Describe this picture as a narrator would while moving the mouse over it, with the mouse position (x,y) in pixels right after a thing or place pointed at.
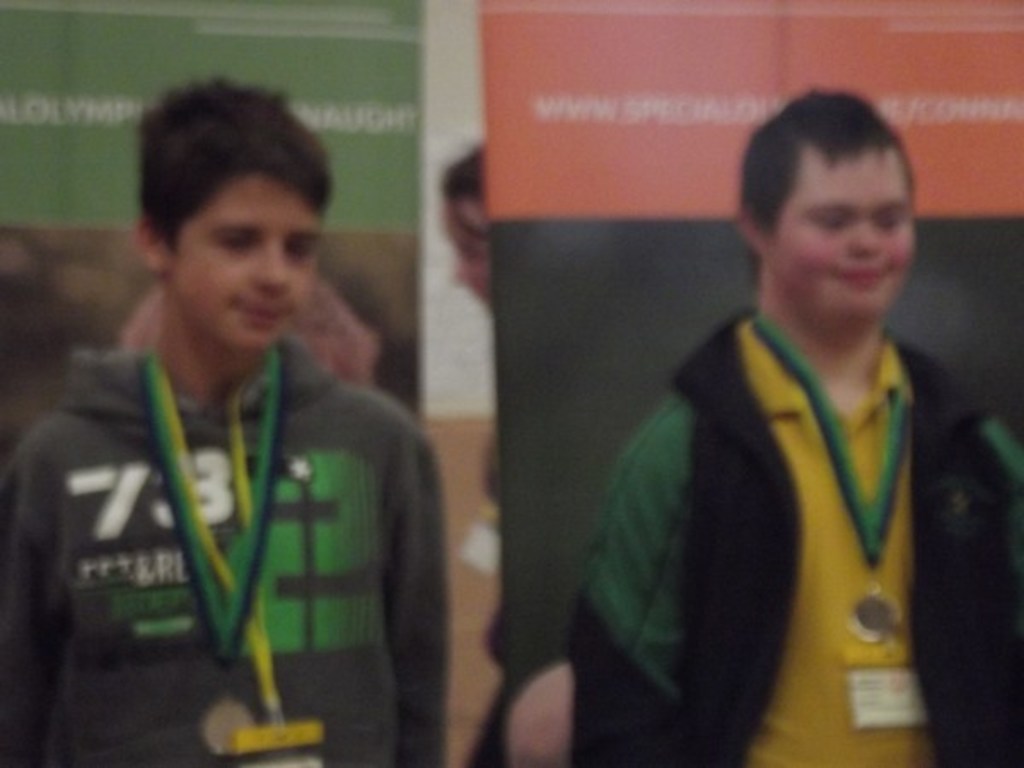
This is a blurred picture. In the background (474,172) we can see boards (497,197) and partial part of a person (462,211) is visible. In this picture we can see the men (733,666) wearing medals (888,629) and identification cards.
